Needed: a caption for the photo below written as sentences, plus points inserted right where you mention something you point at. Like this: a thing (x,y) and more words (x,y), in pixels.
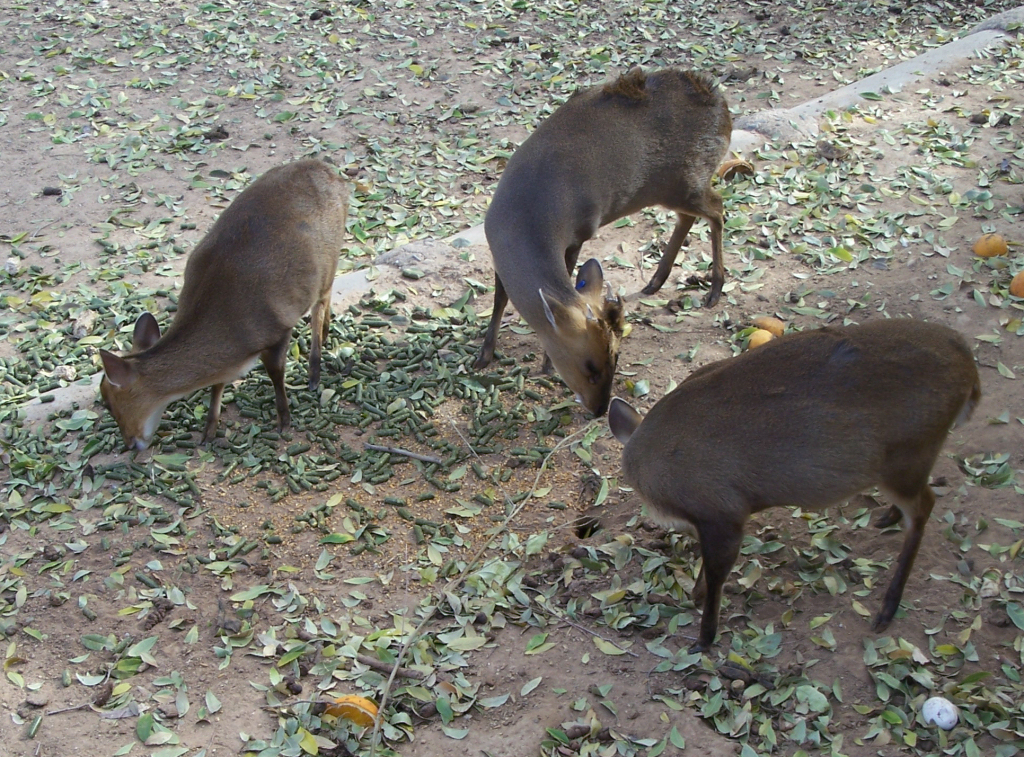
In this image I can see the ground (394,614), few leaves (428,546) on the ground (412,388), a pipe (1009,24) and three animals (724,362) which are brown in color are standing on the ground (643,382).
